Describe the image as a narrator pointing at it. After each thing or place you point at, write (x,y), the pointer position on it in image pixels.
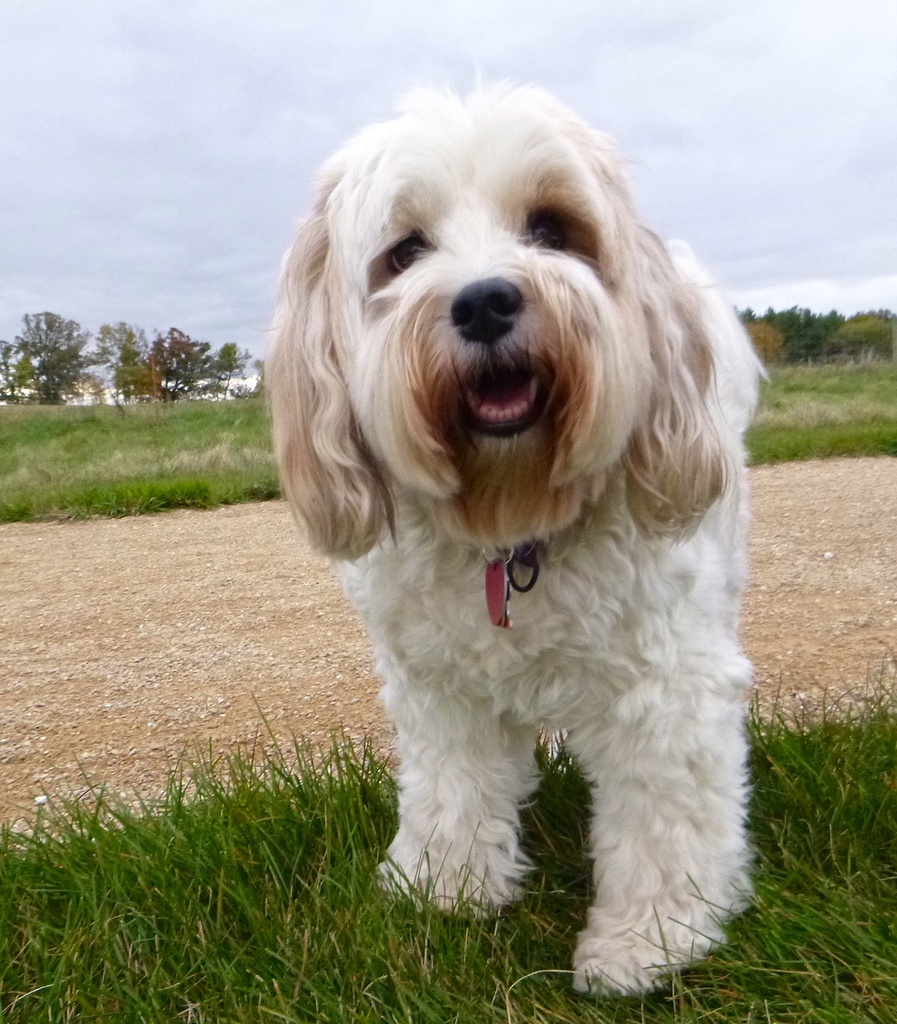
In this image I can see grass (302,769), number of trees (200,375), clouds (426,32), the sky (434,6) and here I can see a white colour dog (472,624) is standing. I can also see a red colour thing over here.
